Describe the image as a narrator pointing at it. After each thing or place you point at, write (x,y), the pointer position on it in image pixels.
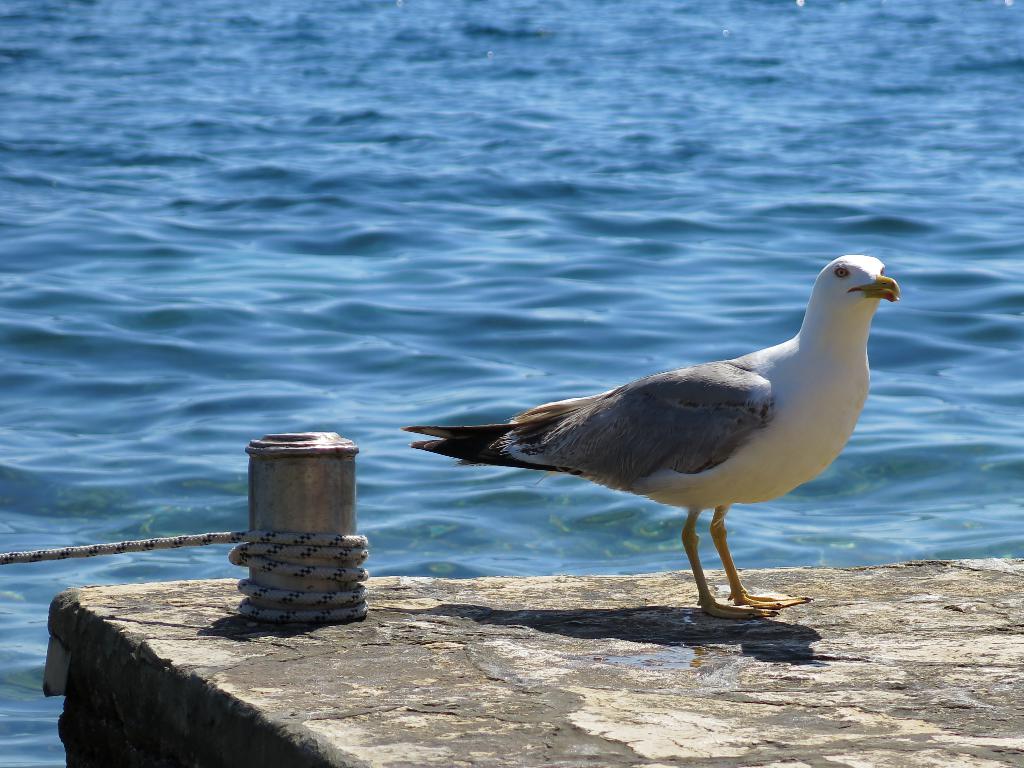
In the center of the image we can see one stone (685,694). On the stone (698,689), we can see one bird (768,438), which is in black and white color. And we can see one pole type object (250,498). And we can see one rope (286,567) around the pole (281,526). In the background (248,401) we can see water (512,244).
